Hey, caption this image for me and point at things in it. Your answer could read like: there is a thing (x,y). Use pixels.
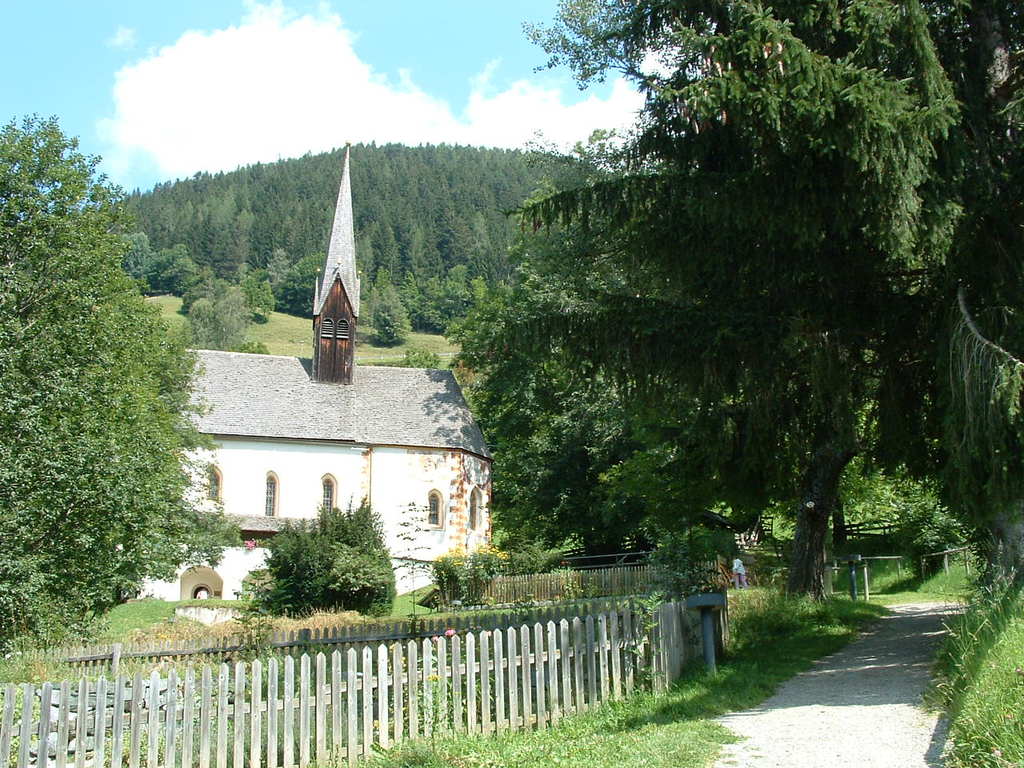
In this image there is a house (333,257) and a person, there are trees (300,189), fences (291,673), grass (629,739) and some clouds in the sky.
